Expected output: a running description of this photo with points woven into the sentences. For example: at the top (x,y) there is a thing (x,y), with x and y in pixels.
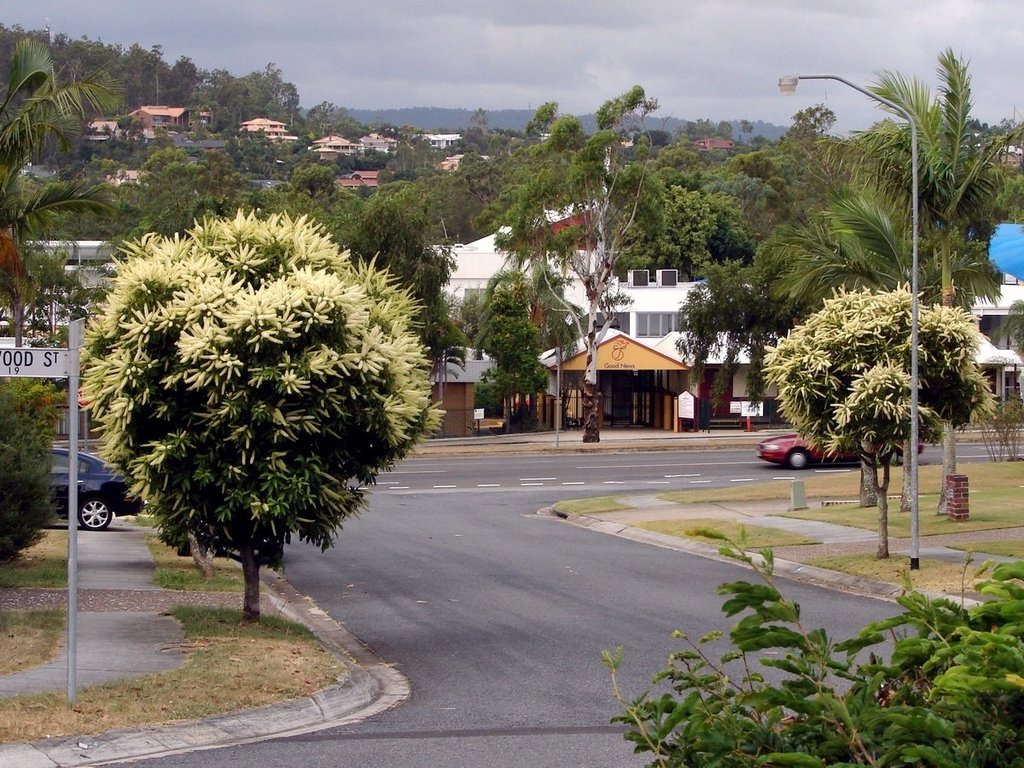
There are cars (843,459) present on the road (525,457) as we can see in the middle of this image (630,483). We can see trees (460,214) and buildings (207,148) in the background (177,179) and the sky (423,53) is at the top of this image (576,65). There is a pole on the right side of this image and on the left side of this image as well. We can see leaves (775,689) of a tree (760,759) at the bottom of this image (775,687).
